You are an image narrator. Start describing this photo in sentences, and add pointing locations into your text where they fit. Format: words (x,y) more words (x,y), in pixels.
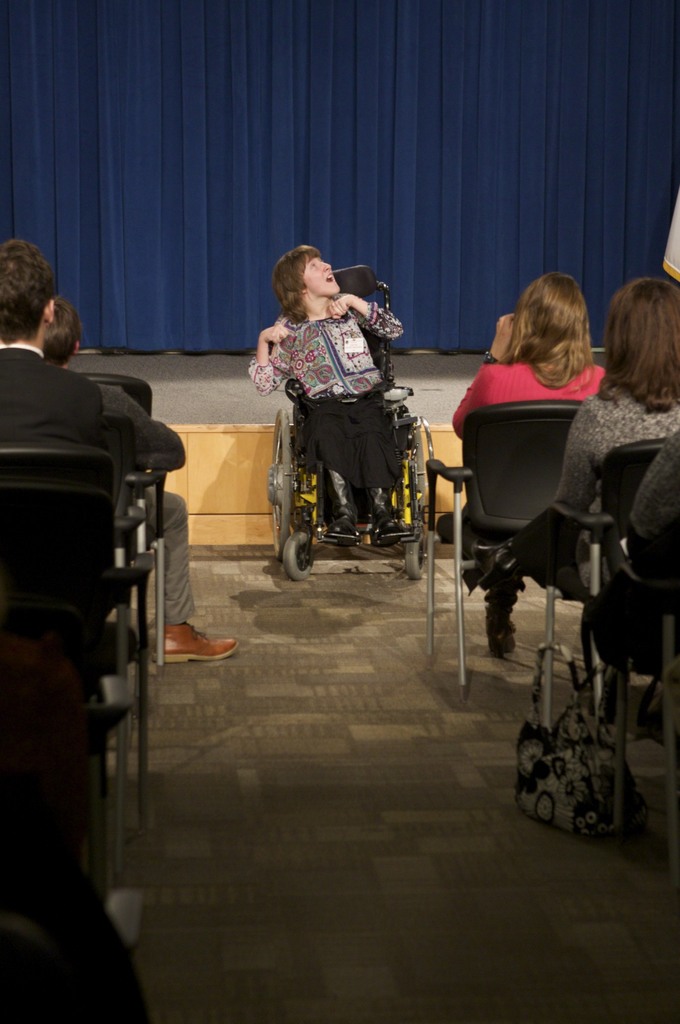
In the image there is a person (347,393) sitting on a wheelchair (291,478) and in front of that person (348,357) there are some other people (571,388) sitting on the chairs (102,602), in the background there is a stage (118,360) and behind the stage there is a blue colour curtain (453,143).
